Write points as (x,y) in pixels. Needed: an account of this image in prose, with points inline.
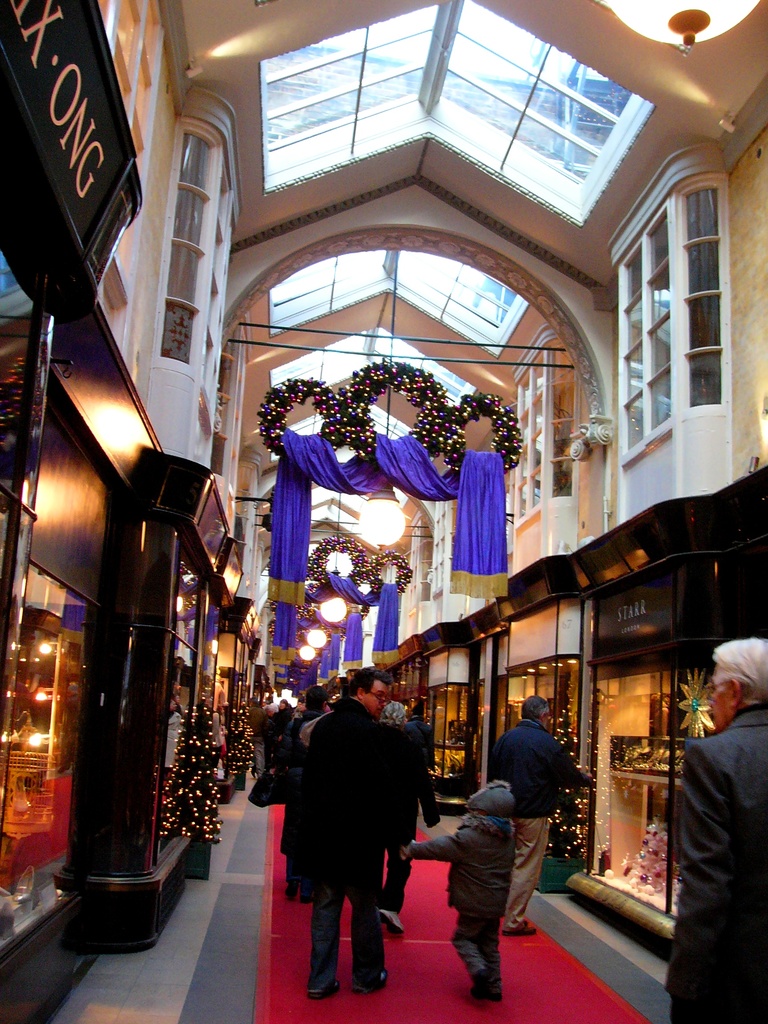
The Image is taken inside a building (171,908). In the center of the picture (273,658) there are people (387,801), clothes (376,475), lights (374,532) and ceiling (357,253). On the left (82,853) there are shops (150,711) and Christmas trees (187,775). On the right (580,641) there are stores (611,601) and Christmas trees (575,742) and other objects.
